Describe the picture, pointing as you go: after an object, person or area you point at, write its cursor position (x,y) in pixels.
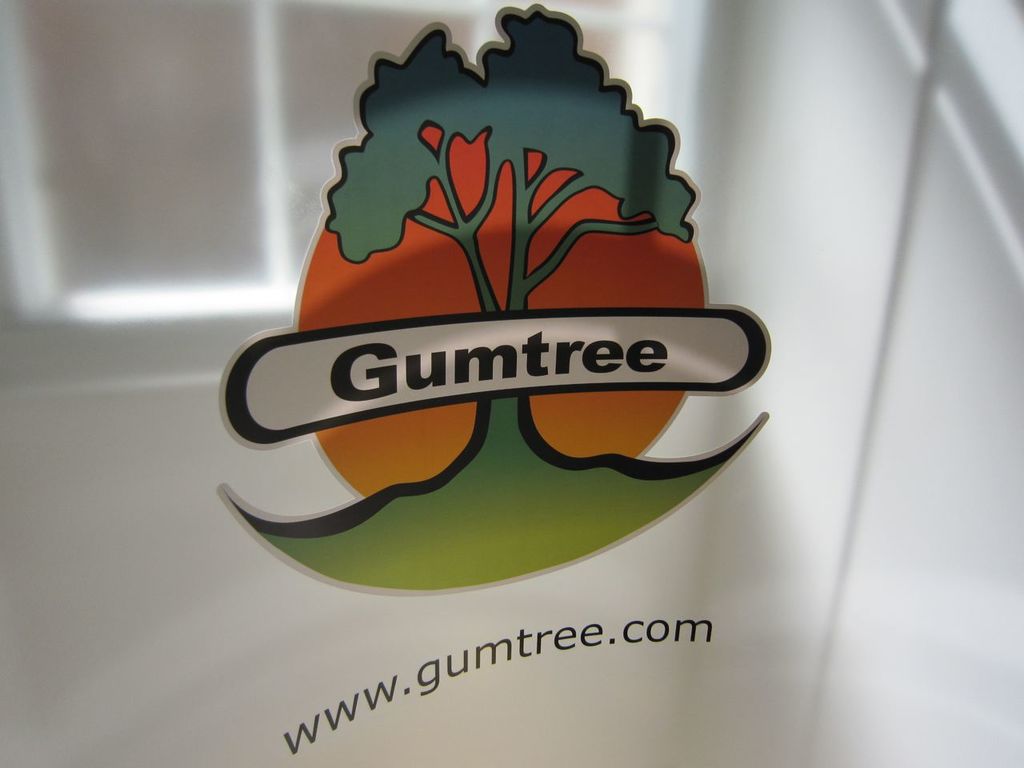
In this image there is a logo (649,326) on a glass (855,303), under the logo (508,538) there is some text (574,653).
